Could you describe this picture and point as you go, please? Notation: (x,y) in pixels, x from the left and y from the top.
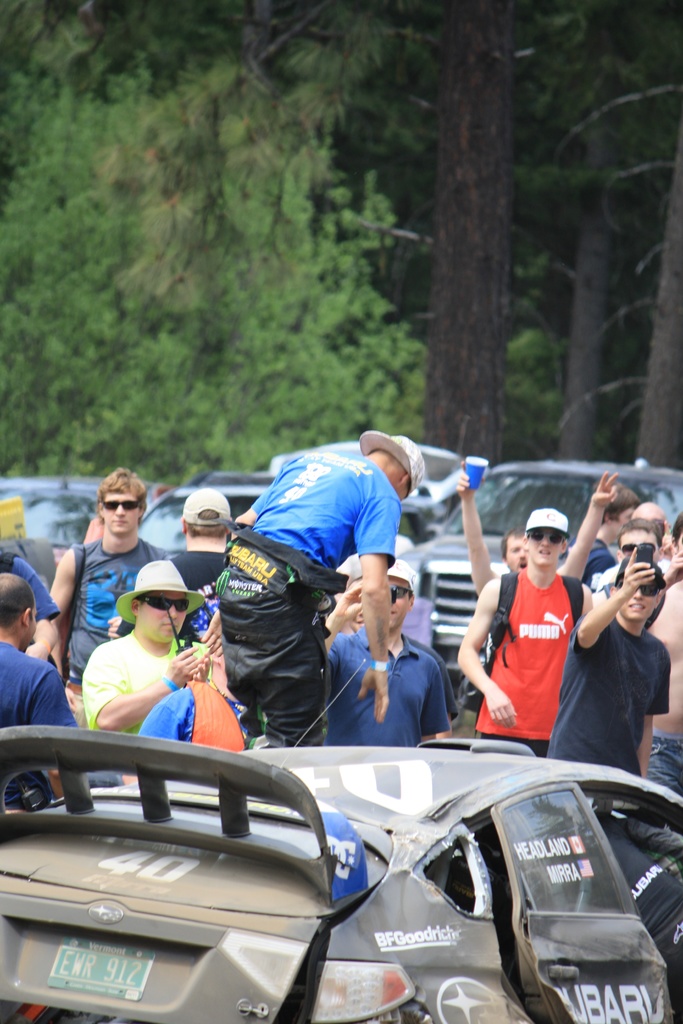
In the image there is a car (203,860) in the front (547,866) and many people (546,645) standing it taking pictures and followed by many cars (465,600) behind them and in the background (301,307) there are trees (526,239).
